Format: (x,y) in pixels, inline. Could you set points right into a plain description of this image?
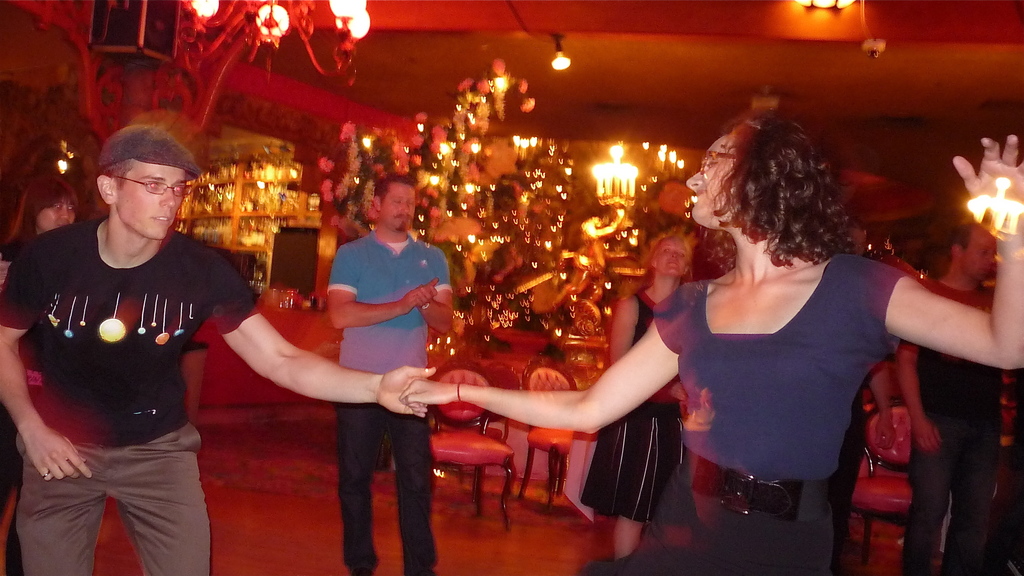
In this image I can see people (360,421) are standing on the floor (578,528). In the background (557,237) I can see a chandelier (225,24), lights (617,181), chairs (481,375) and other objects (580,267) on the floor (334,487). Here I can see lights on the ceiling (696,71).
